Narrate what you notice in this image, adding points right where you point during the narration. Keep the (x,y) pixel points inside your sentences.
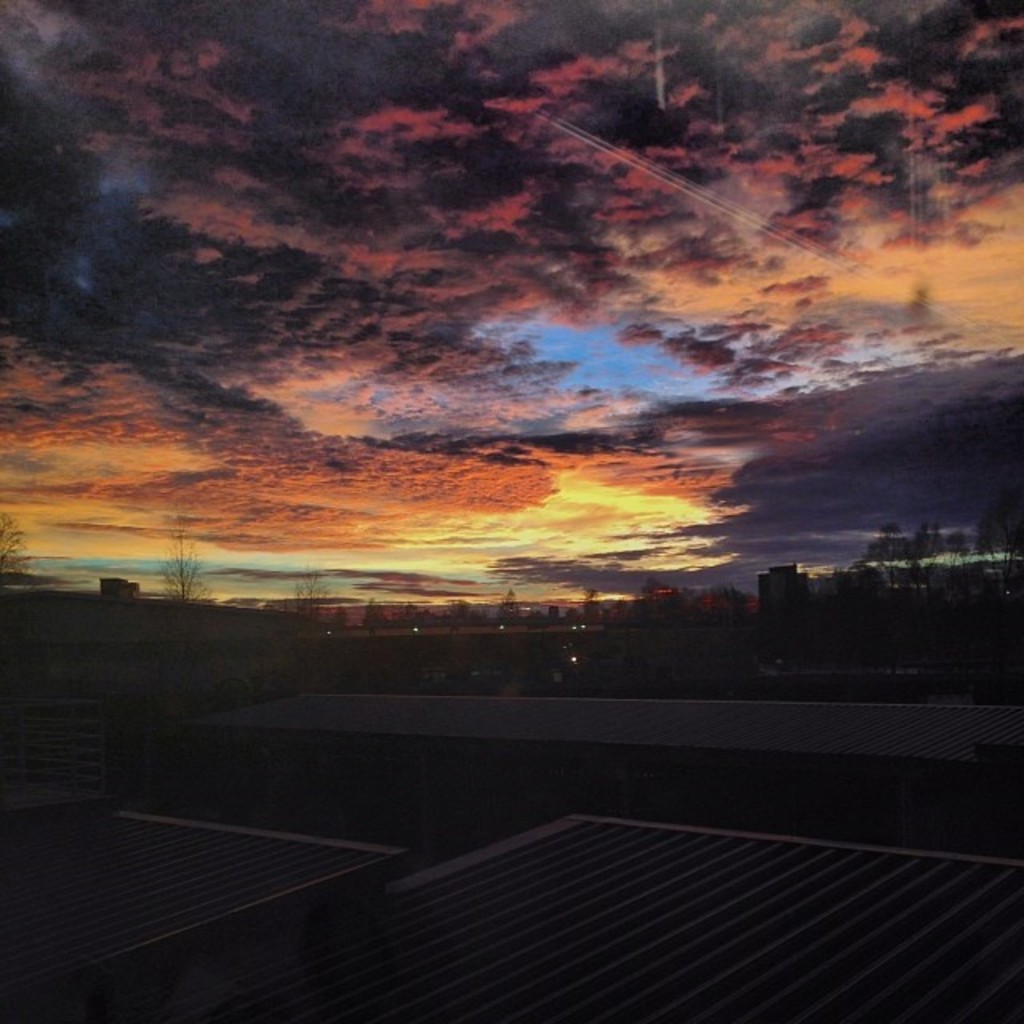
In this image, in the middle (636,662) there are trees (973,576), buildings (784,597), lights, floor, sky (561,520) and clouds (467,361).
